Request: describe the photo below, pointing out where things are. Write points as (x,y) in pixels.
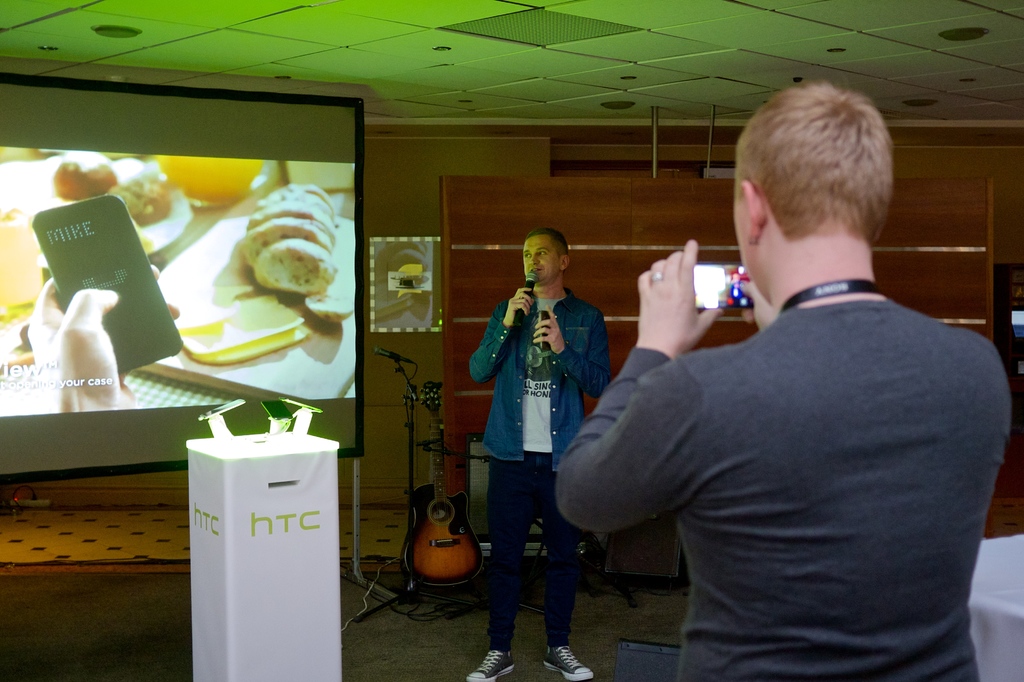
In this image in front (792,311) there is a person (806,288) holding the mobile (697,306). In front of him there is another person (577,375) holding the mike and some object (544,339). Behind him there is a guitar (450,502). There is a mike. There is a wooden board (592,205). There is a wall (419,218) with the photo frame (432,303) on it. At the bottom of the image (103,626) there is a mat (118,624). There is a table (228,485) and on top of the table (230,448) there are mobiles (285,404). In the background of the image (275,253) there is a screen (207,300). On top of the image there are lights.
